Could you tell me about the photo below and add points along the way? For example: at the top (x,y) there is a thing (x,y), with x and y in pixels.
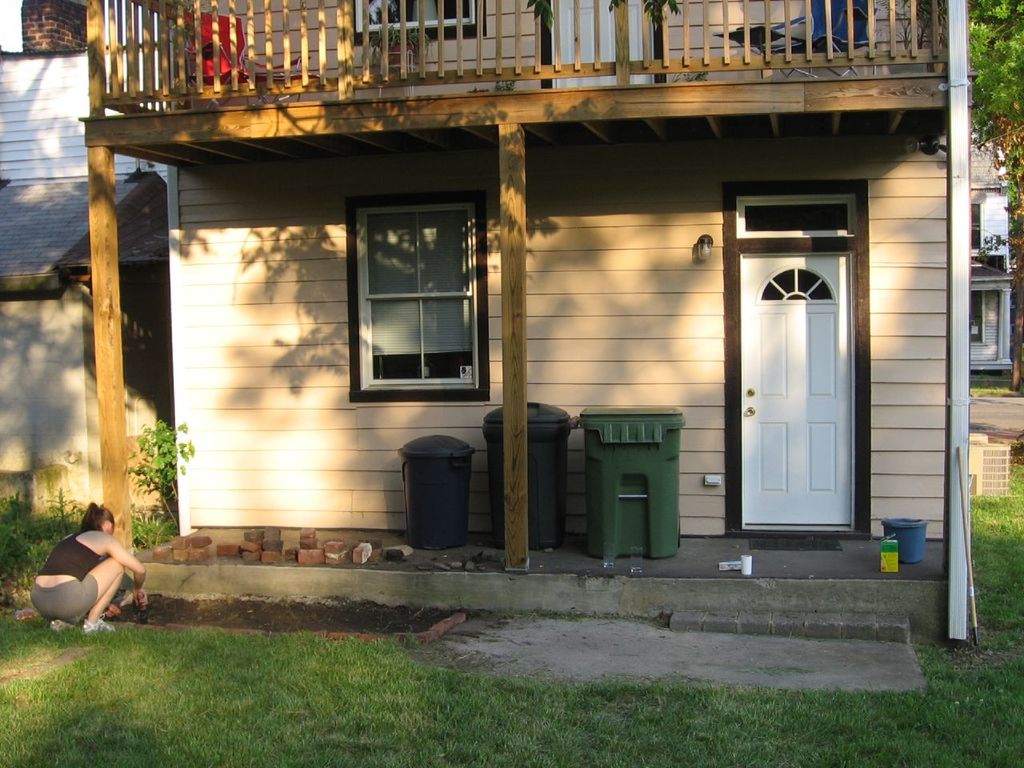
At the bottom of the image (365,723) there is grass (281,715) on the surface (261,711). There is a person (109,530) on the left side of the image (76,610). There are buildings (533,262). In front of the building (371,431) there are dustbins (422,493). In the background of the image (1000,82) there is a tree (980,34).
